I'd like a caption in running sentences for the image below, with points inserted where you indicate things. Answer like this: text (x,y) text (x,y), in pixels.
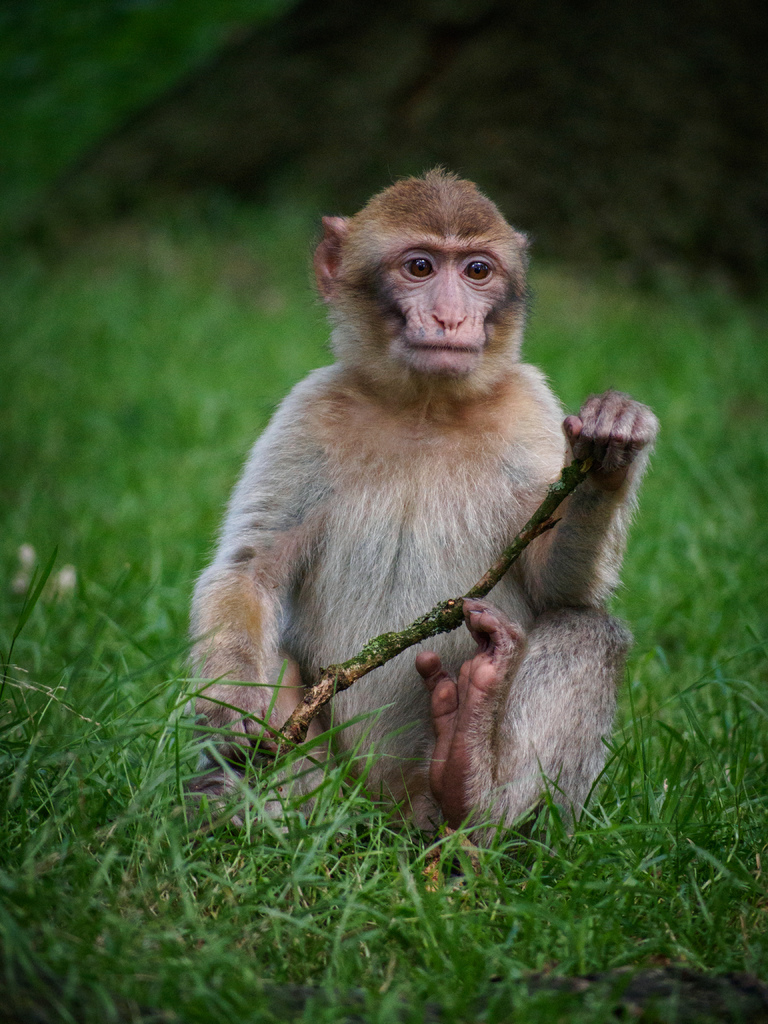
At the bottom of the image (123,760) we can see grass (51,760). In the middle of the image (430,518) a monkey (482,509) is sitting and holding a stick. At the top of the image (683,193) is blur.
